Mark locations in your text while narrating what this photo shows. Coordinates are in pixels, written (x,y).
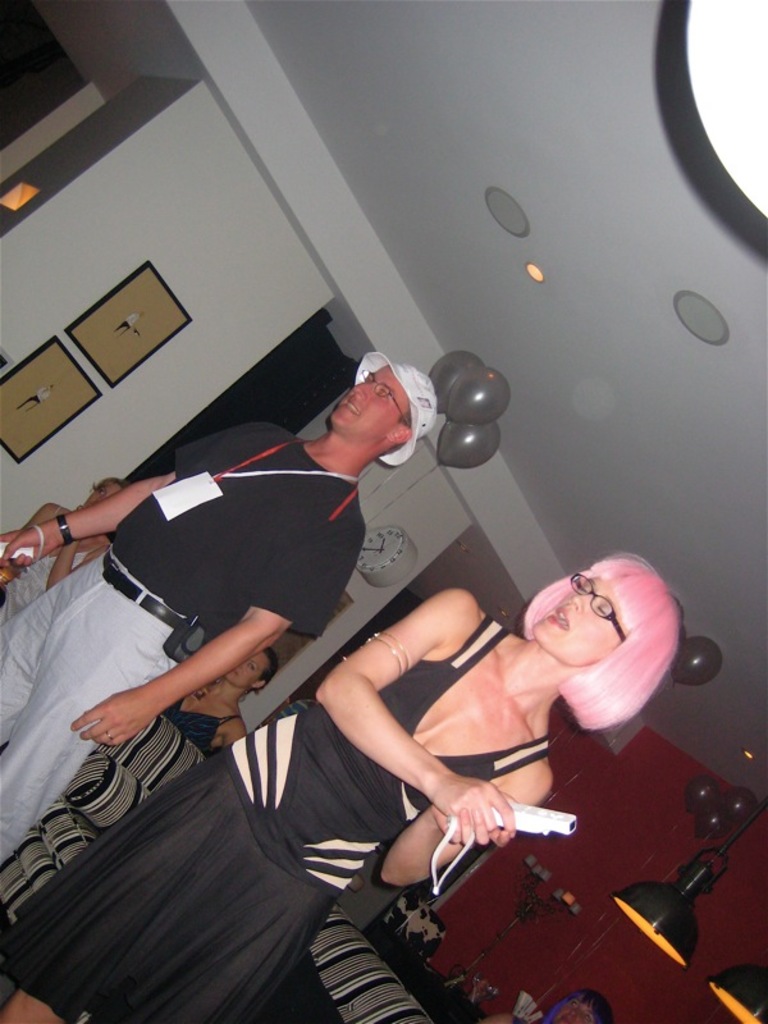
This is an inside view. Here I can see a man (303,607) and a woman (389,743) are standing facing towards the left side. The woman (335,715) is holding an object (532,831) in the hands (449,811). At the back of these people (189,804) there is a couch (131,774) and also I can see another woman (234,697). In the background (617,983) there is a wall (257,312) to which photo frames (93,387), clock (392,549) are attached and also I can see few balloons (473,409). In the bottom right (680,906), I can see two lamps (680,943) which are hanging and I can see few balloons (711,796) attached to the wall (629,808).
